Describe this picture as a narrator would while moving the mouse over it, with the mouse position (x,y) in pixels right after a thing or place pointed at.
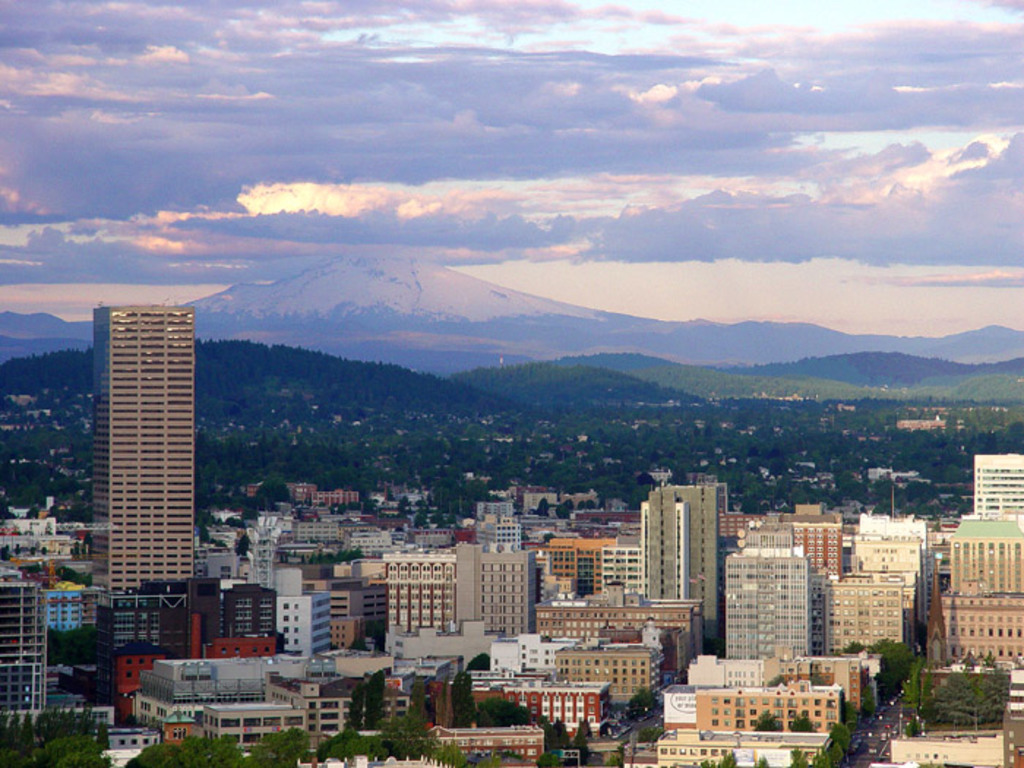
In this image I can see number of buildings (665,732), number of trees (964,452), mountains (567,393), clouds (839,237) and the sky (128,56) in background (507,304).
